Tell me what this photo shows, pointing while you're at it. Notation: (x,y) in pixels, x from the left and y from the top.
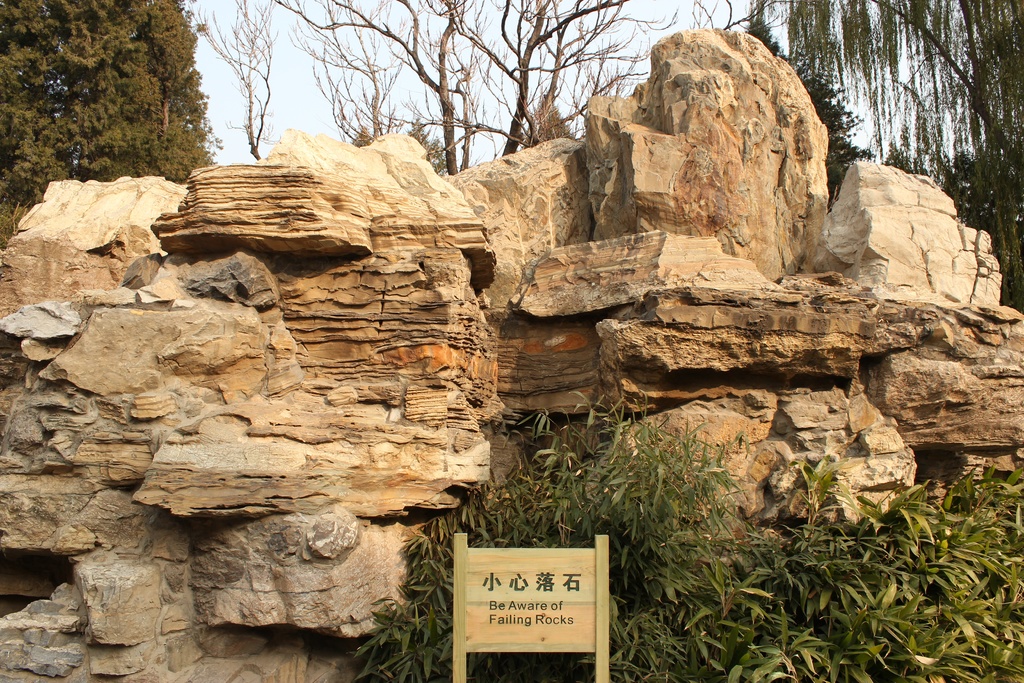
In this picture we observe few rocks (404,303) and there is a poster (539,622) on which Be aware of falling rocks is written and in the background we observe trees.
